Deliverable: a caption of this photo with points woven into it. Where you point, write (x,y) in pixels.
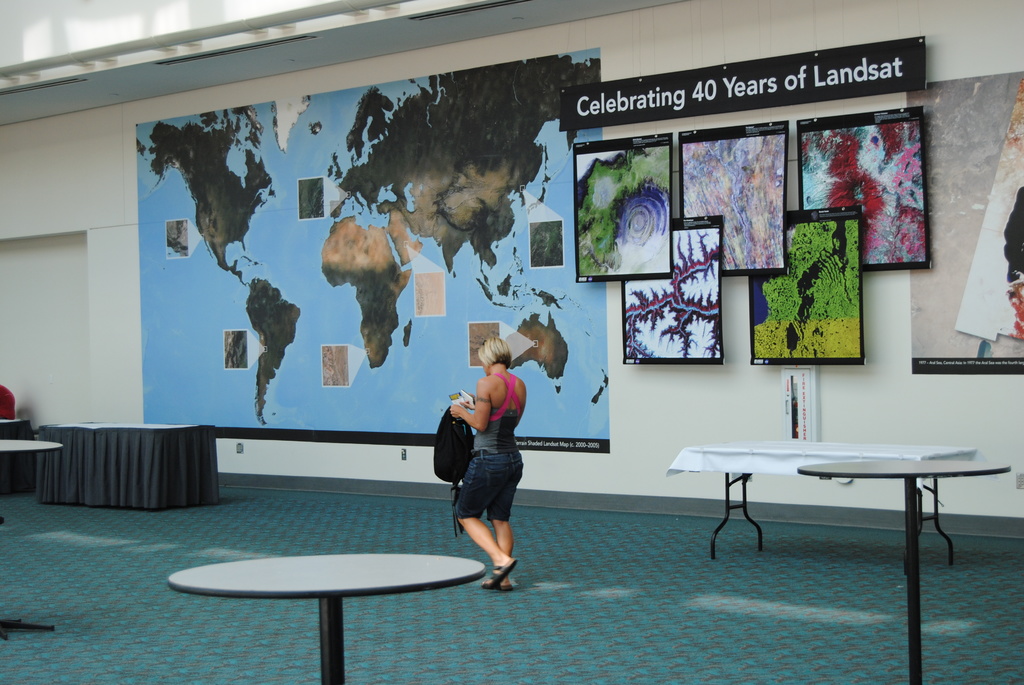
In this image, we can see a person (491,470) walking and holding some objects (458,403) and a bag (453,442). In the background (385,165), there is a poster (223,219) and we can see some boards (755,266) on the wall (837,403) and there are tables (178,477) and stands (940,531) and there is a rod (276,18). At the bottom (525,640), there is floor (588,605).
